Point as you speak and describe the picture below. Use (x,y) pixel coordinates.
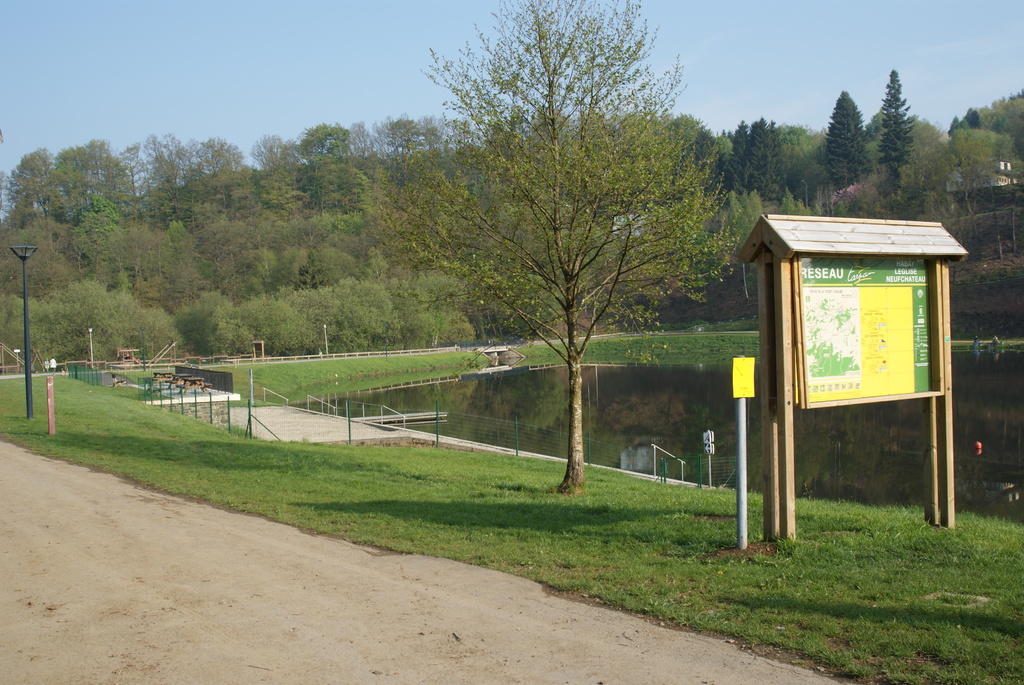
In this picture we can observe a road (190,629). There is some grass (367,521) on the ground (466,487). We can observe a small pond (654,411). On the right side (820,346) there is a board (863,339) which is in yellow and green color. In the background (506,262) there are some trees (498,199) and a sky (305,79).
